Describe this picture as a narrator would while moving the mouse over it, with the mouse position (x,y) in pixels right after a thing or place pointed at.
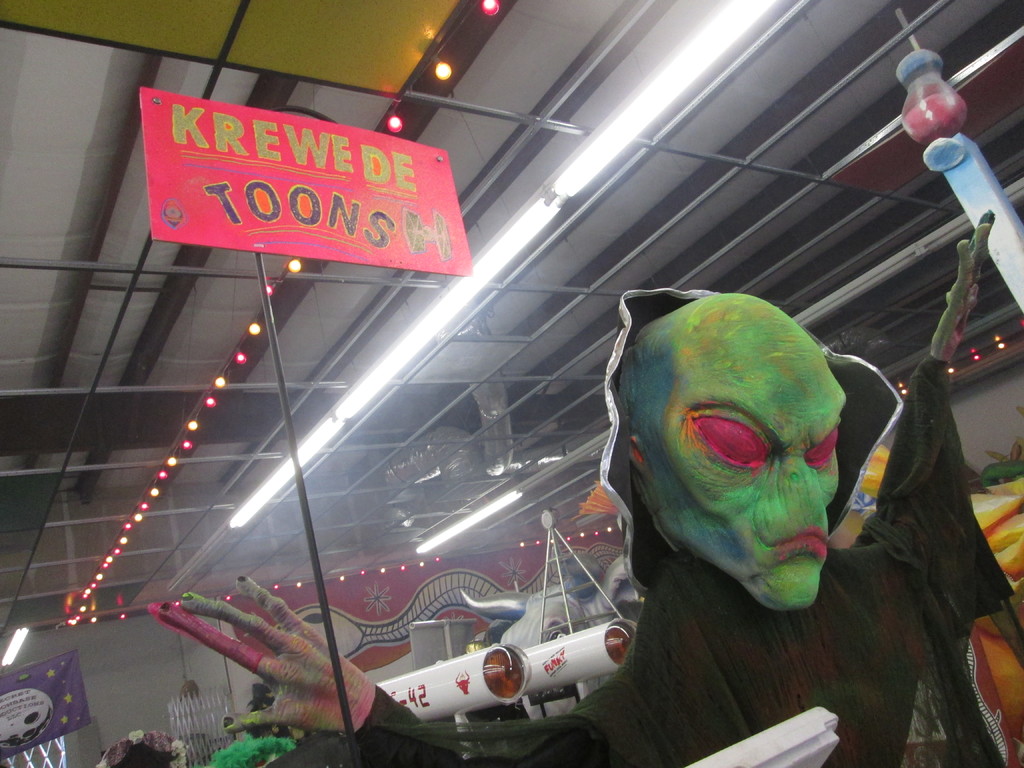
The picture is taken in a room (109,629). In the foreground of the picture (741,569) there is a duplicate of alien (750,635). At the top (61,209) there are lights (140,504), frames (727,248) to the ceiling (338,486). In the center of the picture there are many objects (530,598).
